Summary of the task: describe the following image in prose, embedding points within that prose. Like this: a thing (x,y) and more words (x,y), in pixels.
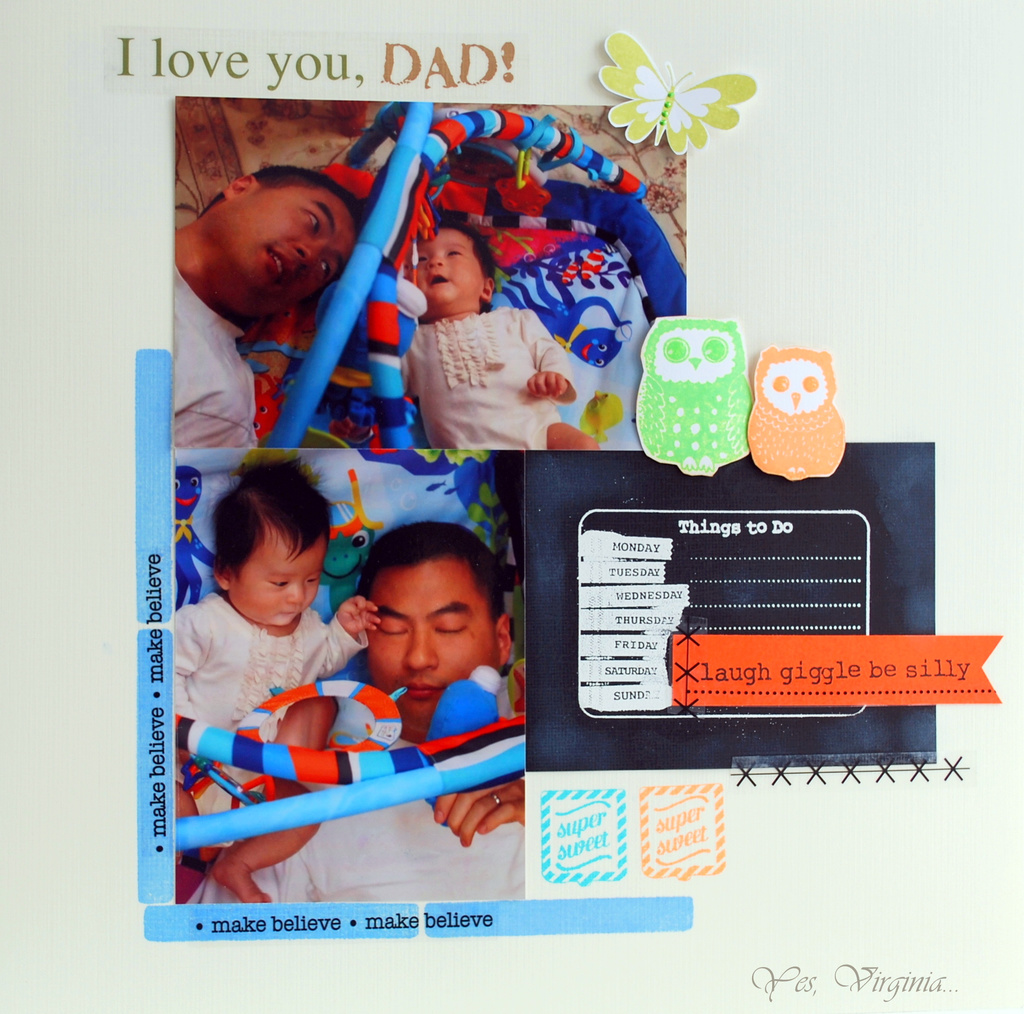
This is a greeting card (189,554), on the card (284,425) there are two pictures (328,431) and text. On the right (753,402) there are two owls (714,407). At the top (310,243), in the picture (366,288) there is a man (301,289) and a baby (460,343) on play mat (648,319). At the bottom (491,787) there is a baby (331,642) and a man (441,668).
